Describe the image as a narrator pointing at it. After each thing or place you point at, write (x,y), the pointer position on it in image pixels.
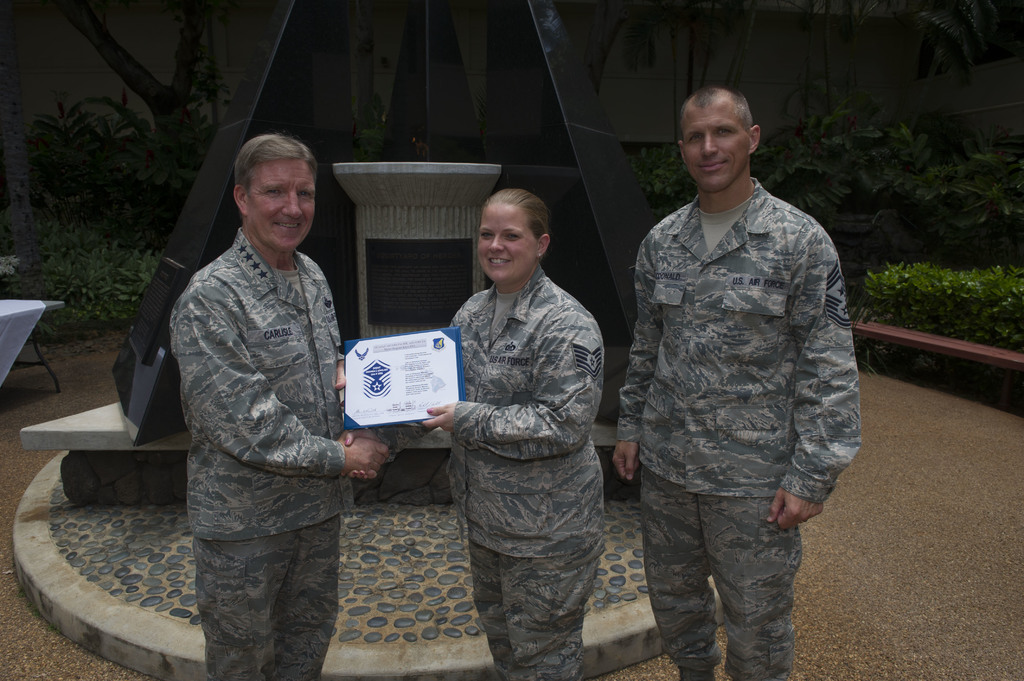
In front of the picture, we see two men (669,398) and a woman (519,392) are standing. We see the man (184,349) is presenting a certificate (358,354) to the woman (495,406). Three of them are smiling and they are posing for the photo. Behind them, we see a pillar (483,194) or a monument (397,236). On the right side (944,360), we see the shrubs (1010,333) and a bench (935,346). On the left side (37,311), we see a table (37,334) which is covered with a white color sheet (38,311). In the background (625,133), we see the trees (144,160) and a white wall (750,63).
